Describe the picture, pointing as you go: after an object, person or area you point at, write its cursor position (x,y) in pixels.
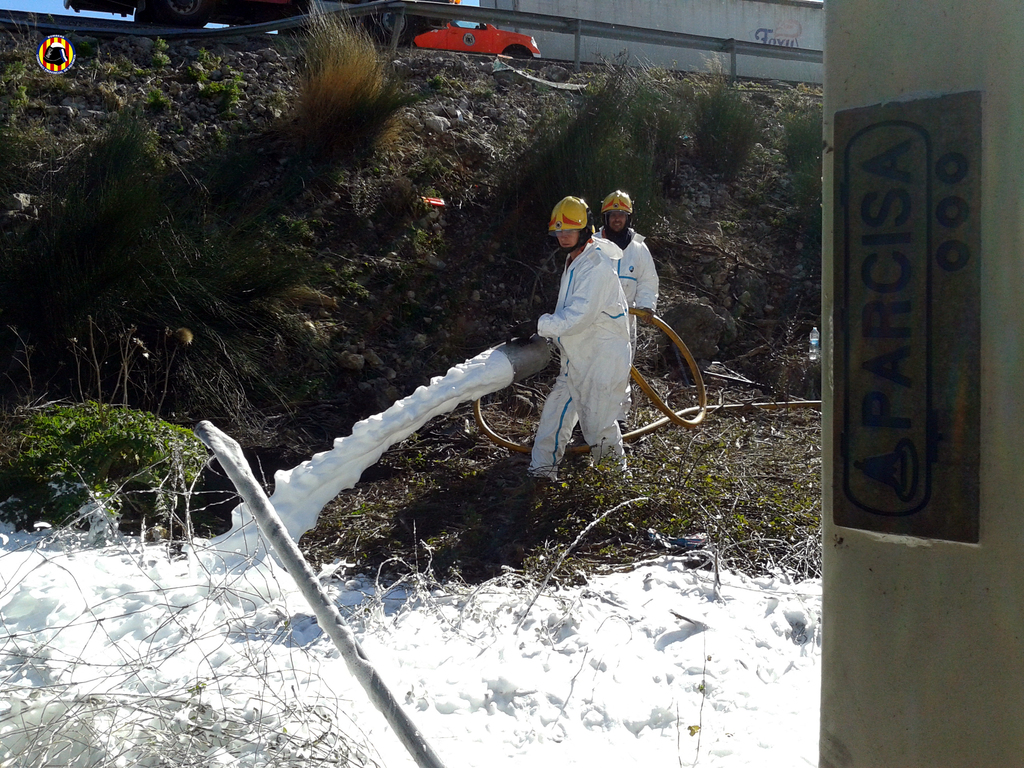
In this image we can see two persons (621,345) wearing white dress (620,334) and helmets (612,205) are holding a pipe (519,353) in their hands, To the left side of the image (125,110) we can see group of plants (156,342). IN the background (181,12), we can see a vehicle (201,12) parked on the road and a metal railing (691,41).
